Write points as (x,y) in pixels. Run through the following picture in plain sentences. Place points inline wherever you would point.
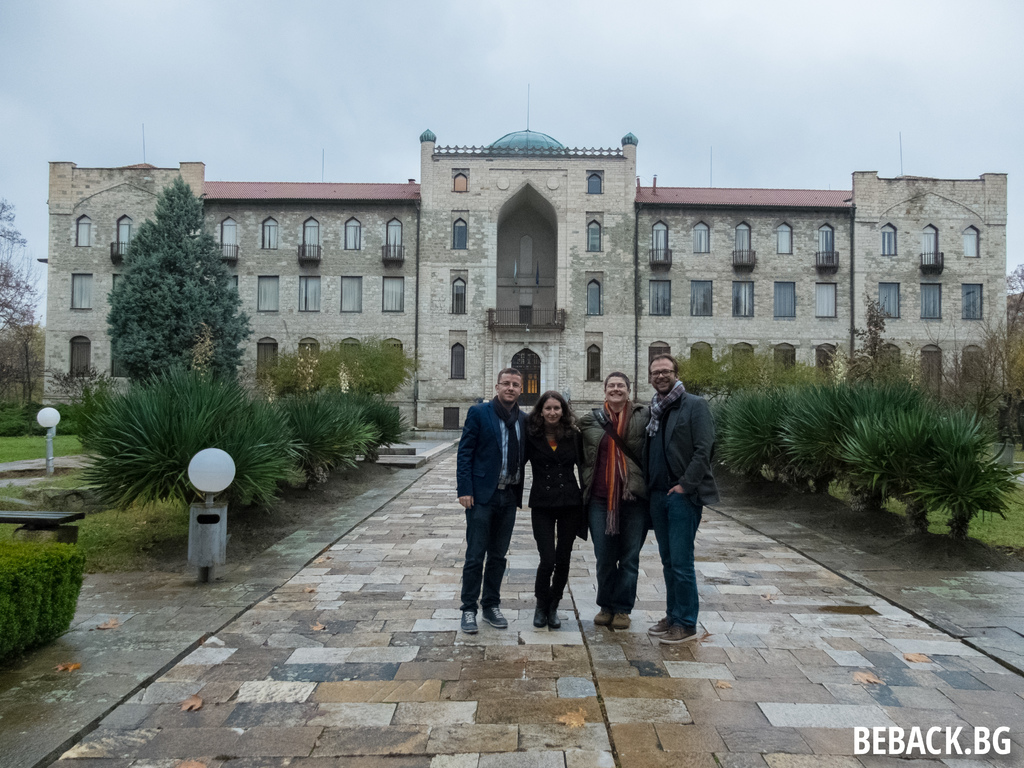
In this image we can group of persons (606,551) standing on the ground (557,649). To the left side of the image (39,522) we can see some light poles (52,426), a bench (24,515) placed on the ground (106,586). In the background (70,343), we can see group of plants (18,641), trees (985,378), building (634,272) with windows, railings (933,257) and the sky (447,82).
